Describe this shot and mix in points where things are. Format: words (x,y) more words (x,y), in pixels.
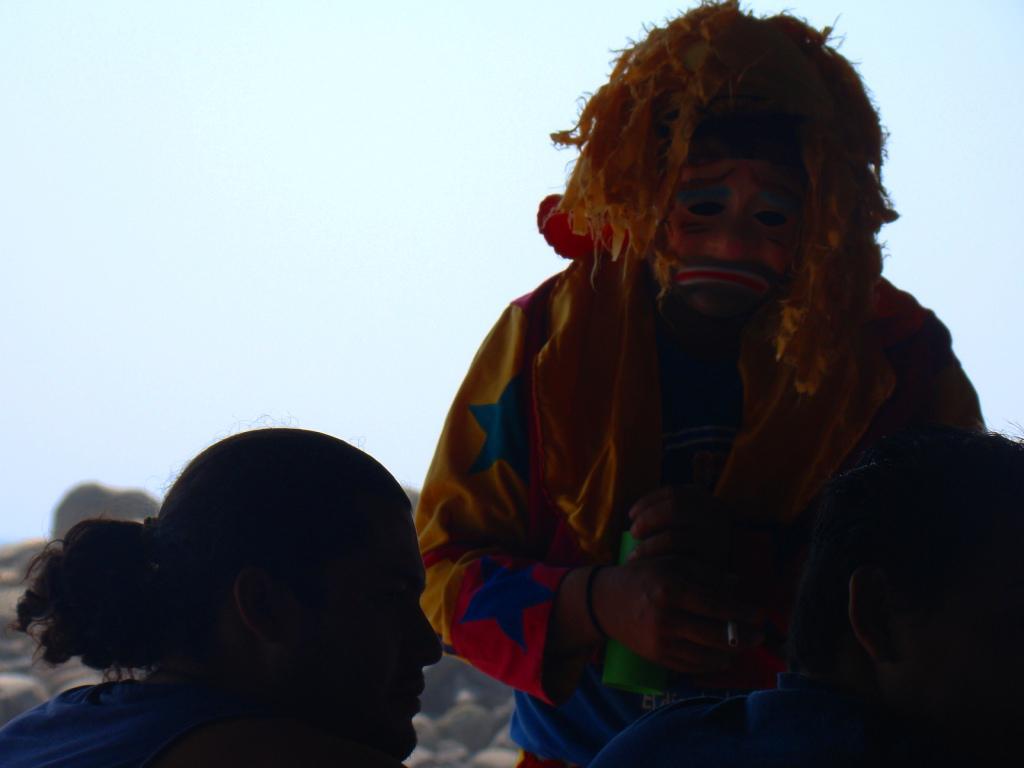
In this image there is the sky (328,197), there are three persons (803,534), there is a person (383,618) truncated towards the left of the image (227,646), there is a person (862,617) truncated towards the right of the image (981,489), there is a person (699,638) holding an object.
